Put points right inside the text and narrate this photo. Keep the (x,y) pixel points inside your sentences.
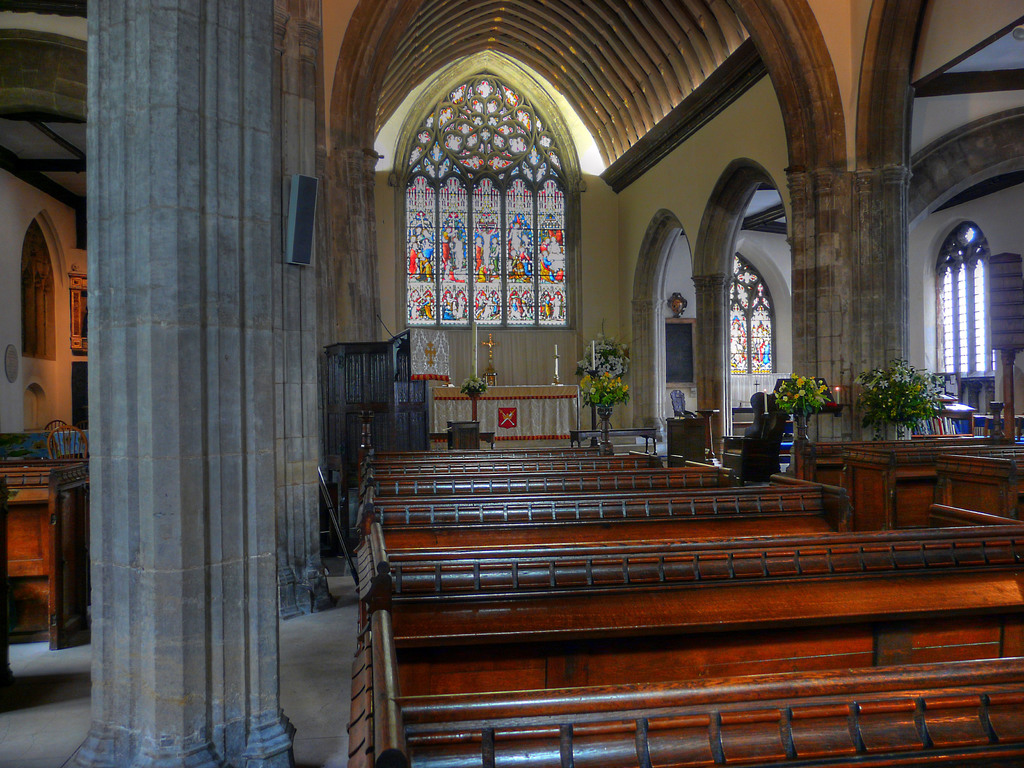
This picture describes about inside of the church (636,403), in this we can find few benches (778,614), plants (885,410) and a notice board (673,350).
